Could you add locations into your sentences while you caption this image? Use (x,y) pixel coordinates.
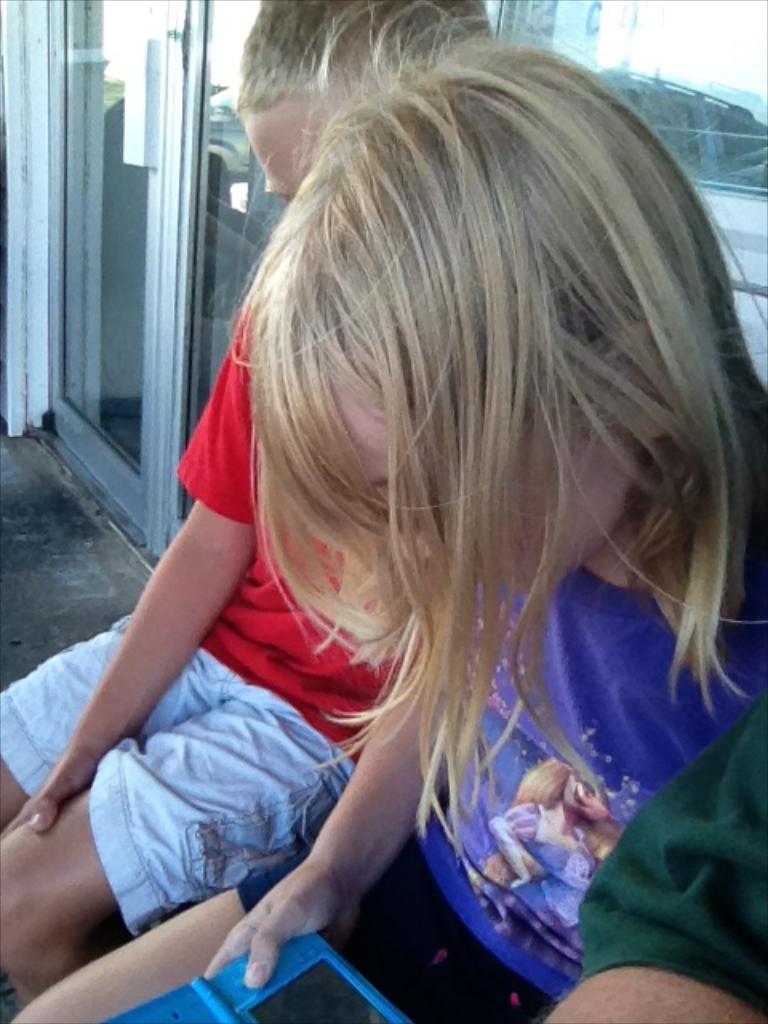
In this image we can see few people (314,598) and among them there's a girl (568,919) holding an object (199,1023) in her hand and we can see a building (140,535) with doors (177,367) in the background (194,114).
